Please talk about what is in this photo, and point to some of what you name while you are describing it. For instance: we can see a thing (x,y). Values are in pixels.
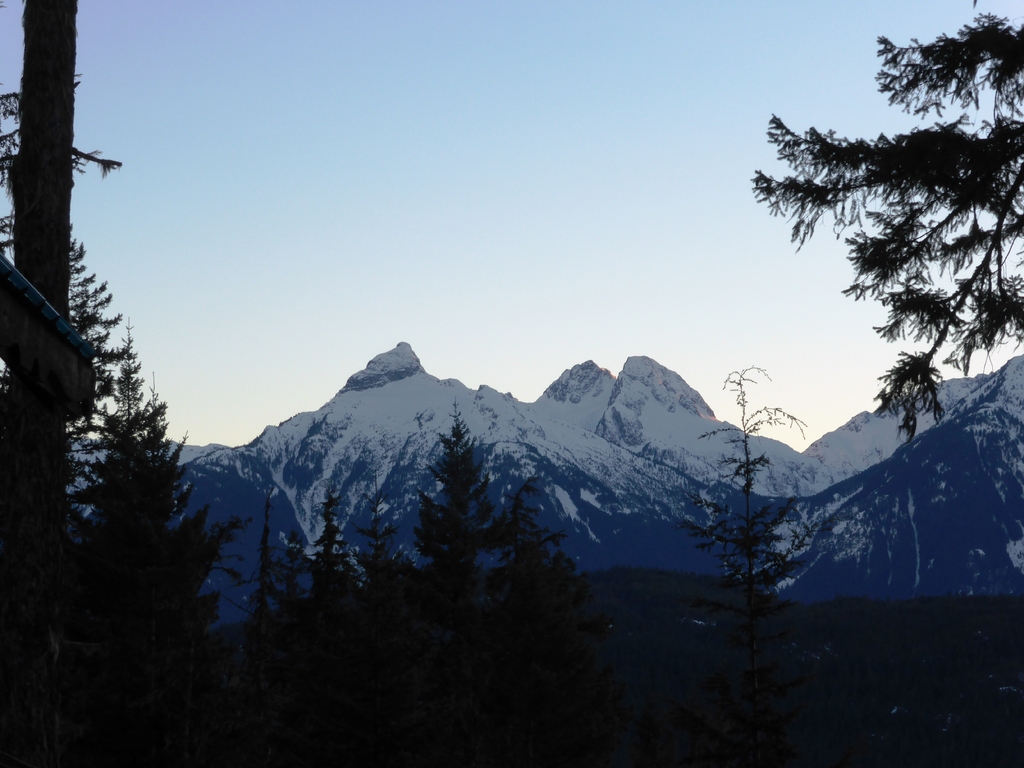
In this image in front there are trees (943,605). In the background of the image (572,518) there is snow (539,401) on the mountains (977,417) and there is sky (406,200).
